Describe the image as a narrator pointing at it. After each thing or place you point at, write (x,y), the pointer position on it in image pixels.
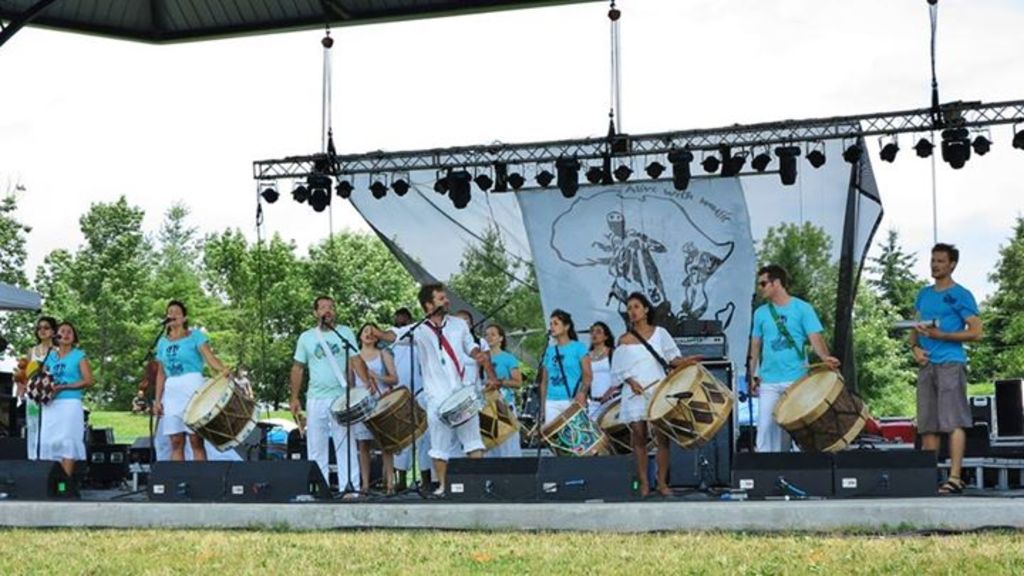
This picture is clicked outside. In the foreground (188,538) we can see the green grass (605,541). In the center (592,350) we can see the group of people (193,371) standing on the ground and seems to be playing musical instruments (416,416) and there are some microphones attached to the stands (352,350). At the top (168,12) we can see the tent (184,12), focusing lights (545,175) attached to the metal rods (848,121). In the background (665,226) we can see a white color curtain (695,222) and we can see the sky (736,31) and the trees (280,332).
